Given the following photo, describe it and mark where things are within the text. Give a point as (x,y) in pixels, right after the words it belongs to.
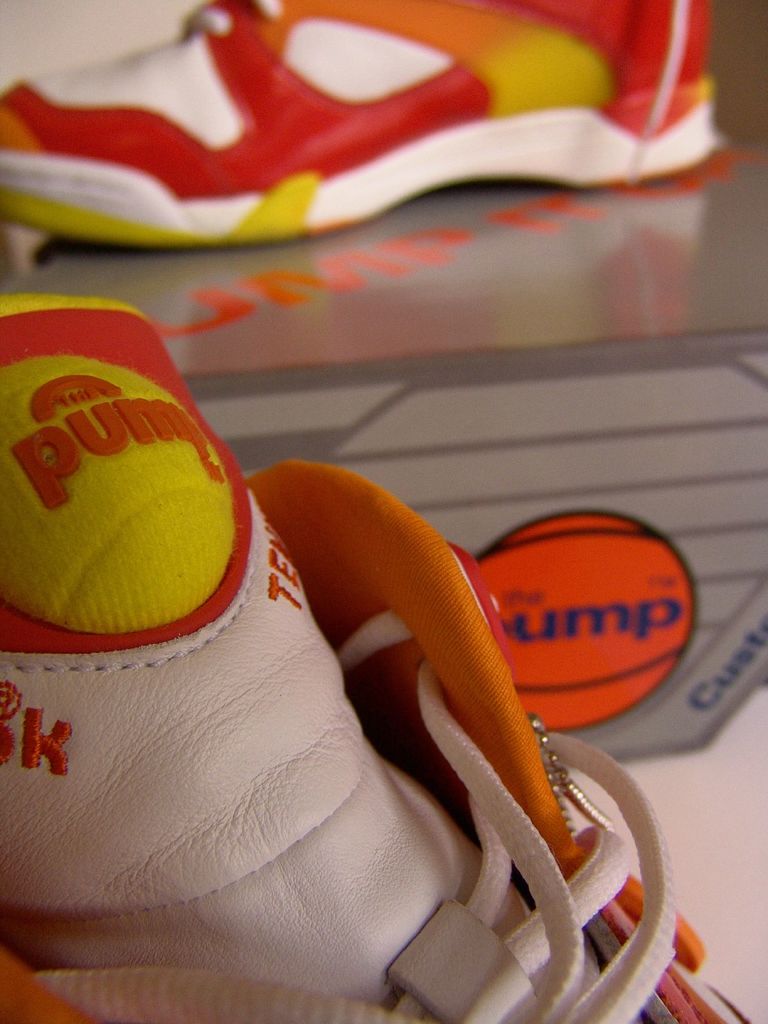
In this image we can see shoes (340,903) placed on the surface (540,420). To the right side of the image (651,607) we can see a picture (571,539) of a ball (576,650).
